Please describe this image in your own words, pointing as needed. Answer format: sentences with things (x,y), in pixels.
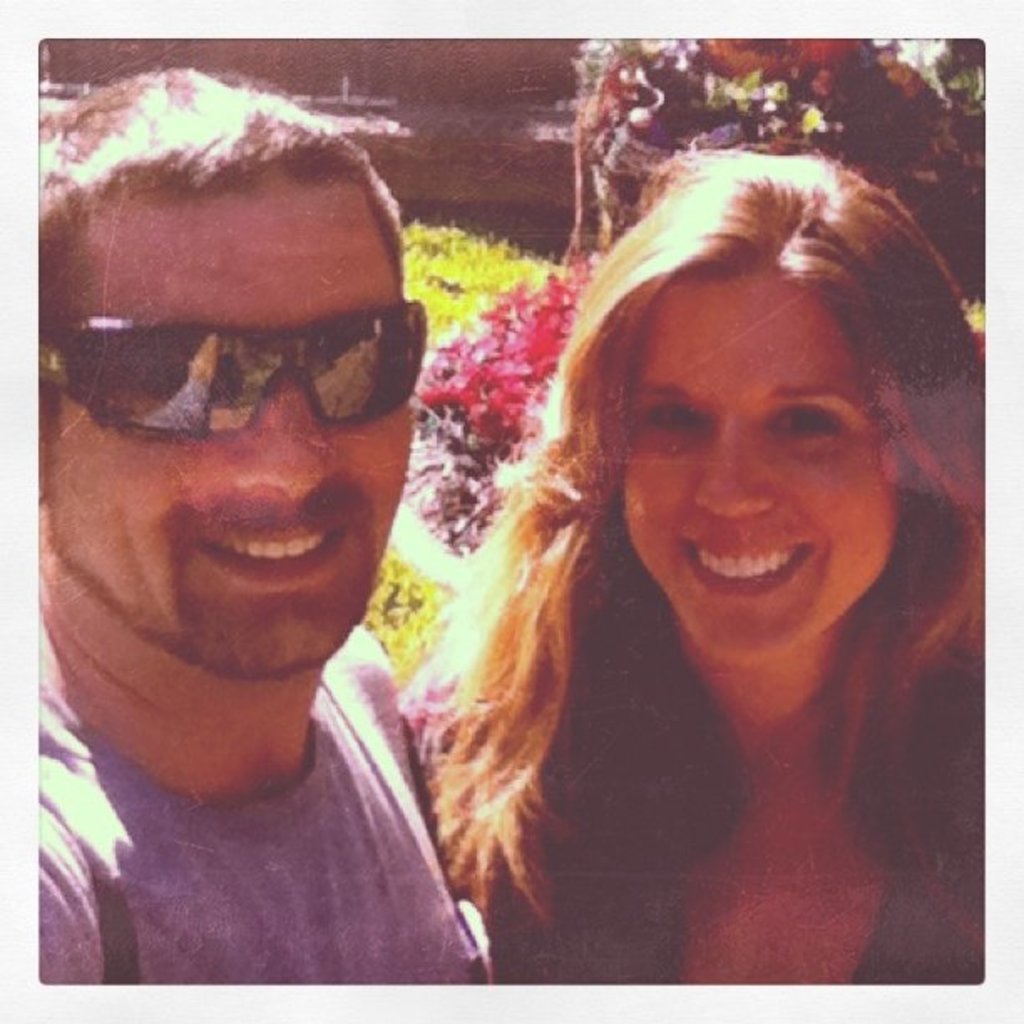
On the left side of the picture (195,763) there is a man (237,403) wearing goggles (259,368). On the right (846,736) there is a woman (832,671) smiling. In the background (490,359) there are plants (503,323). It is a sunny day.
